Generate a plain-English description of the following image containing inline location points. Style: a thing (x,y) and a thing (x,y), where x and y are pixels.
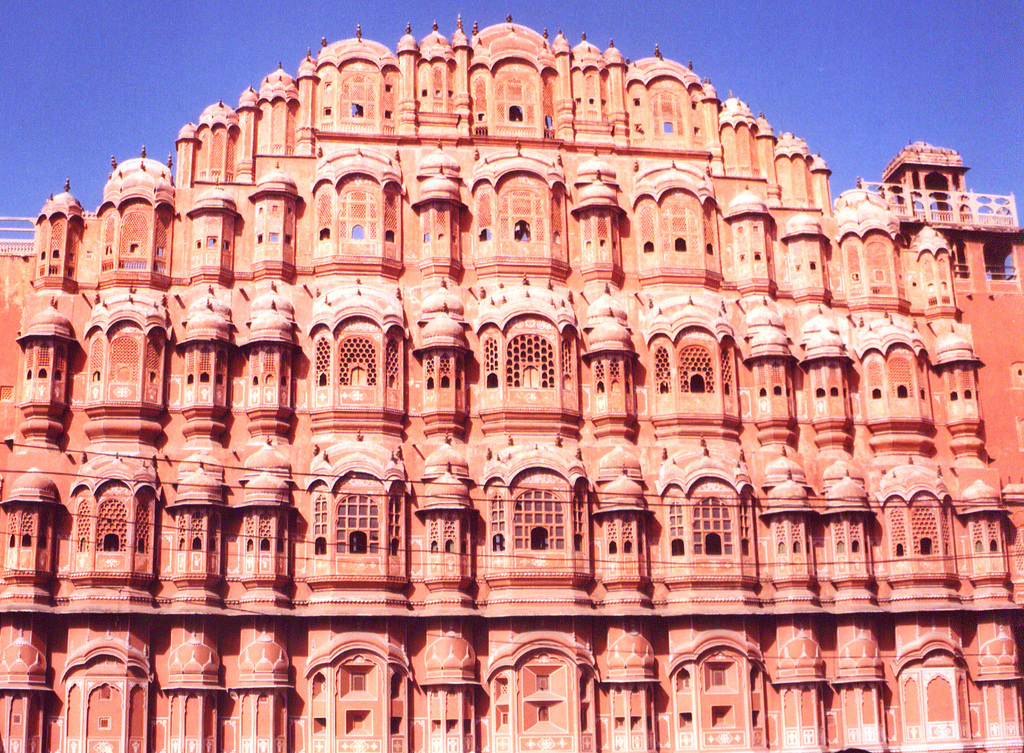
In this image we can see there is a building (573,379). In the background (860,65) there is a sky (862,109).
